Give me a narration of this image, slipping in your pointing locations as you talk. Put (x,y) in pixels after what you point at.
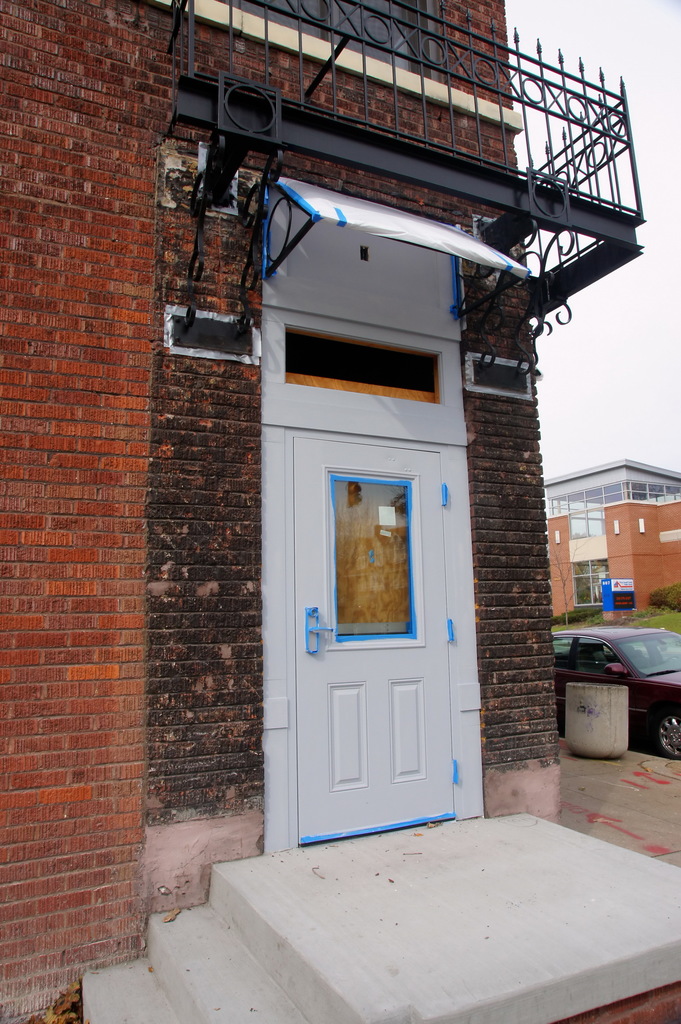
In the middle of the image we can see some buildings (7,347). In the bottom right corner of the image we can see a vehicle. Behind the vehicle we can see some plants (669,613). In the top right corner of the image (539,163) we can see some clouds (639,408) in the sky (639,408).
